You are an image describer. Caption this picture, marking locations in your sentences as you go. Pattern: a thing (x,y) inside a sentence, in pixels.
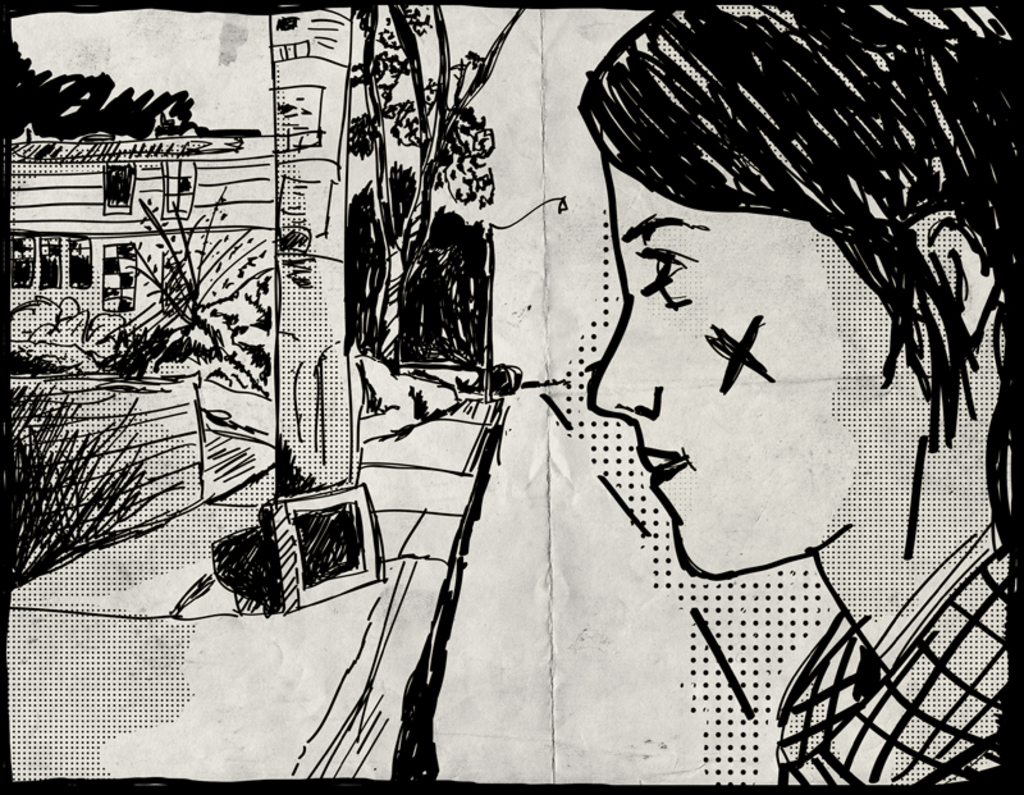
This is an edited picture. I can see a drawing (627,163) of a person (985,382), plants (481,310), house (16,205) and trees (36,94).
